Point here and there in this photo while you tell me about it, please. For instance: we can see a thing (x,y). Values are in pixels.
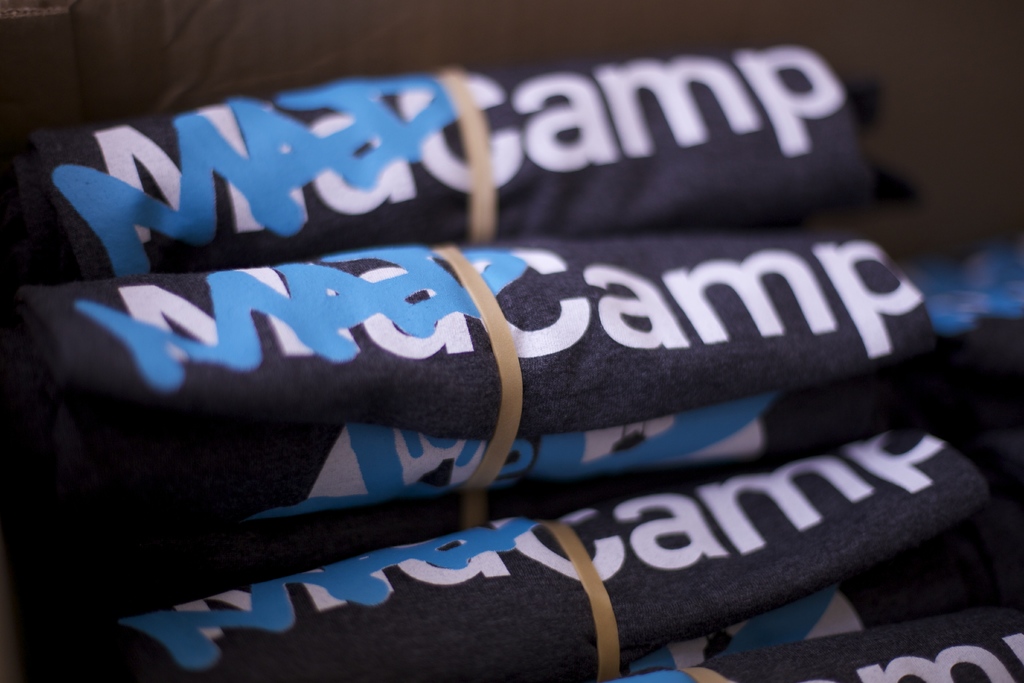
In this image we can see some clothes (495,429) with text (566,444) on it and the background (180,37) is dark.
